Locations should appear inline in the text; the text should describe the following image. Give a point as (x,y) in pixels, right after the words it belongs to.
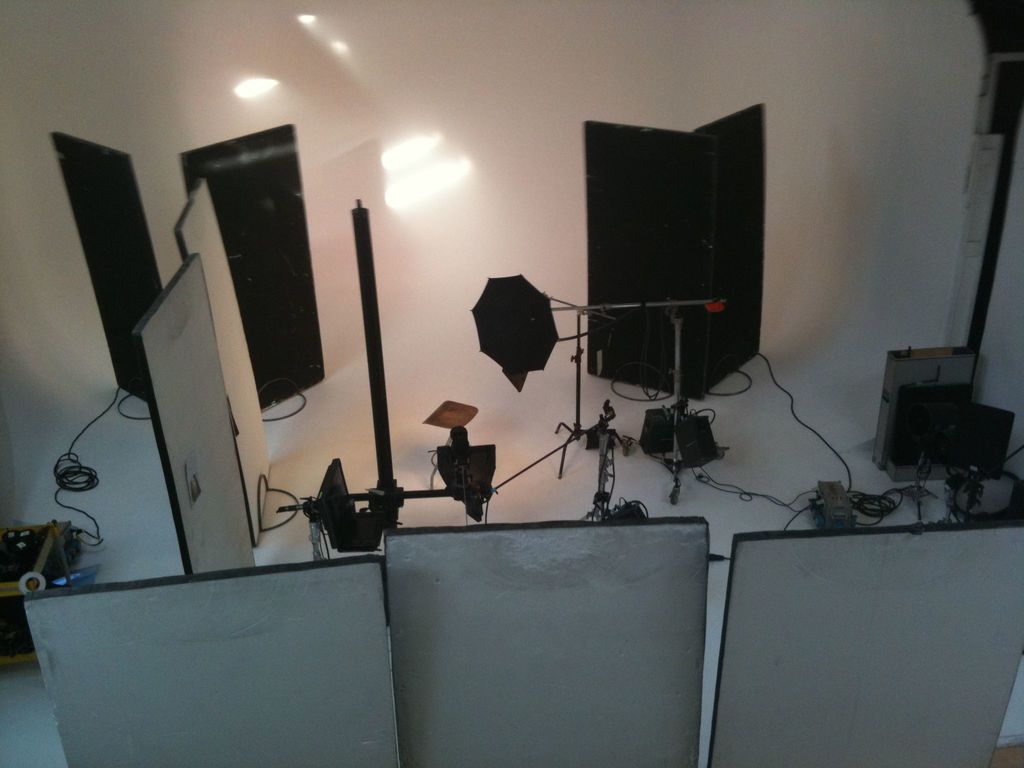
In this picture there are wooden boards (240,385) at the bottom (645,729) and on the left side of the image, there are wires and camera holders (609,410) in the image.
